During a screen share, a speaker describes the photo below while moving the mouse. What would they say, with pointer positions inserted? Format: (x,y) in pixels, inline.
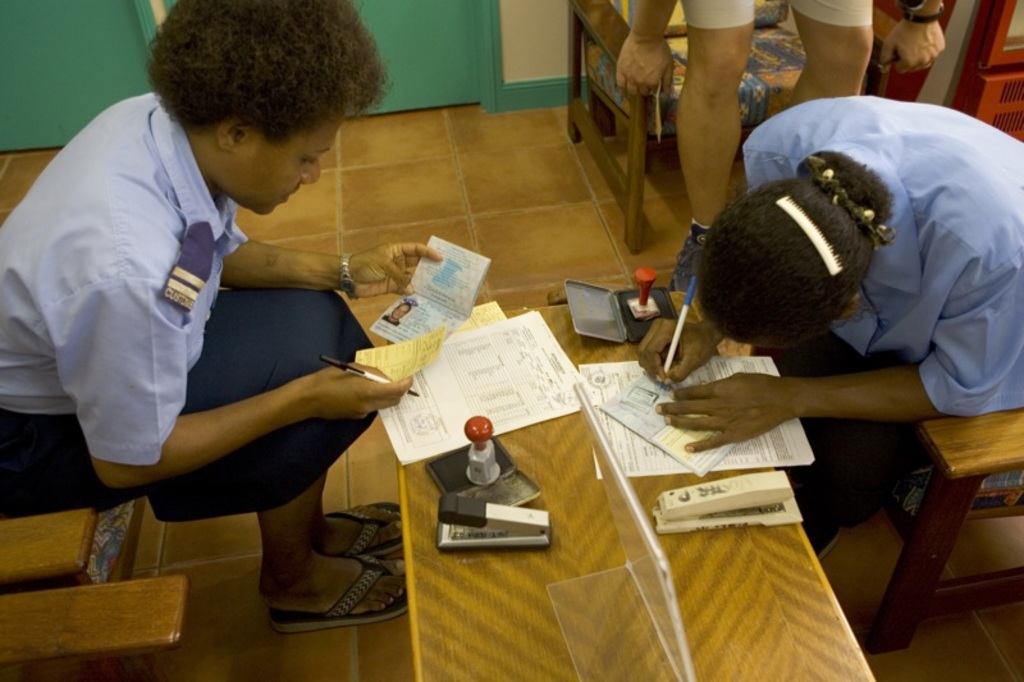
These two people (383,531) are sitting on a chair (122,507). This person (304,346) is holding a book (414,320), paper (376,350) and pen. Another person (752,254) is holding a pen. On this table (711,552) there are papers (499,377), book (616,404), staplers (748,494) and stamp pads (598,325). That person (739,43) is holding a chair (611,68).
